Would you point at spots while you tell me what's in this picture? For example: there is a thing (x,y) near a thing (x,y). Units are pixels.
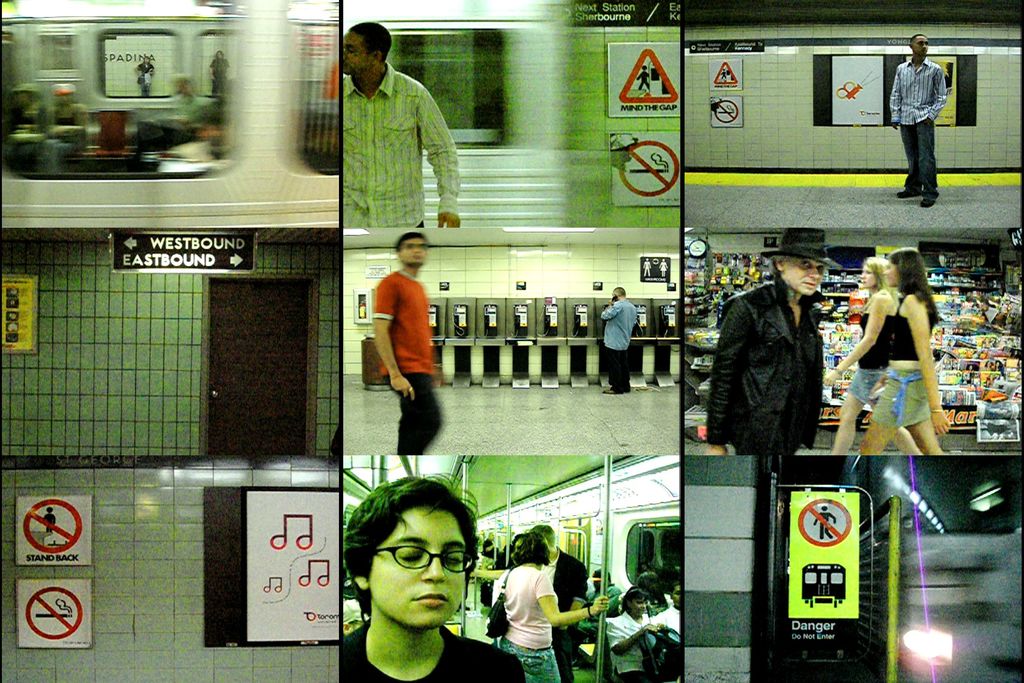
This picture is a collage of nine images. In five images I can observe a railway station (758,133) and some people (496,550) in the train (507,519). I can observe some telephones (454,313) in the middle (432,322) picture. On the right side (774,407) I can observe some people (761,405) in the store (966,408). On the left side (58,516) I can observe some warning boards (49,612) on the wall (150,652).
